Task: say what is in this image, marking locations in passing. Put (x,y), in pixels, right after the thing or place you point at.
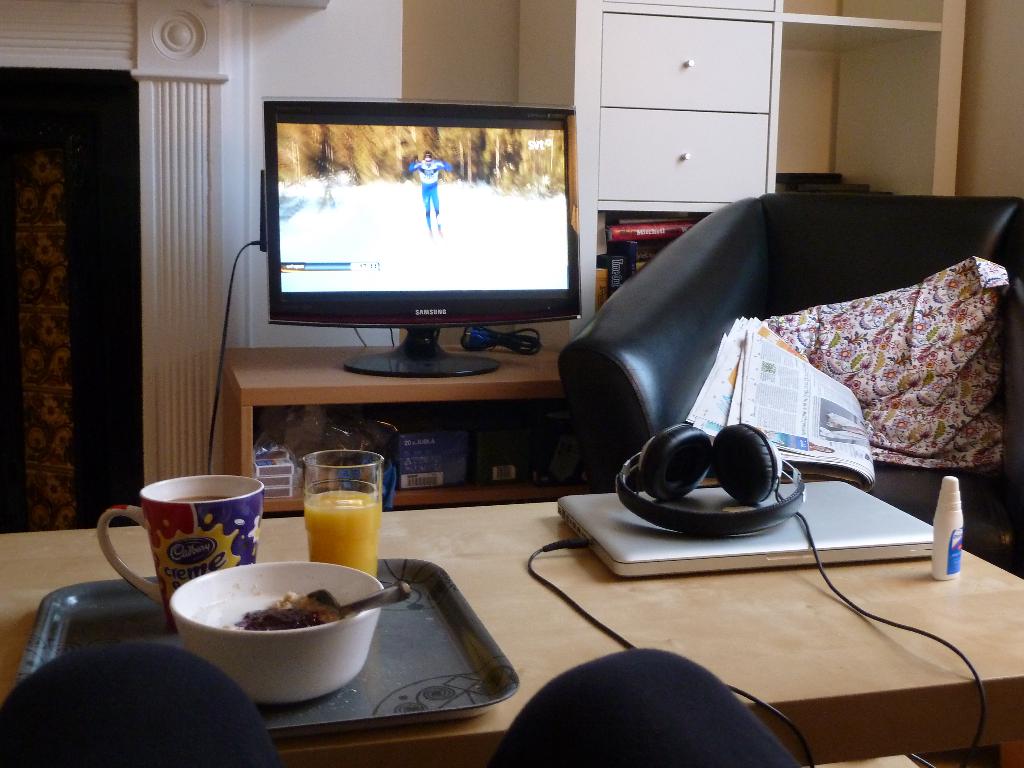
To the front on the table (784,634) to the left side (87,638) there is a tray (432,642). On the tray (450,617) there is a white color bowl (238,593) with spoon (352,604) in it, a cup (211,514) and a glass (329,517) with juice (363,503) in it. To the right of the table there is a laptop (787,537) with headphone (752,481) on it. Beside laptop (924,534) there is a white bottle (946,525). In front of the table (478,518) there is a cupboard (251,399). On the cupboard (518,377) there is a TV (482,239). And inside the cupboard (499,489) there are some items (500,433) in it. Beside the cupboard (529,419) there is a sofa (645,303) with pillow (882,337) and newspapers (782,386) on it. Behind the sofa (816,287) there is a cupboard (666,101).
